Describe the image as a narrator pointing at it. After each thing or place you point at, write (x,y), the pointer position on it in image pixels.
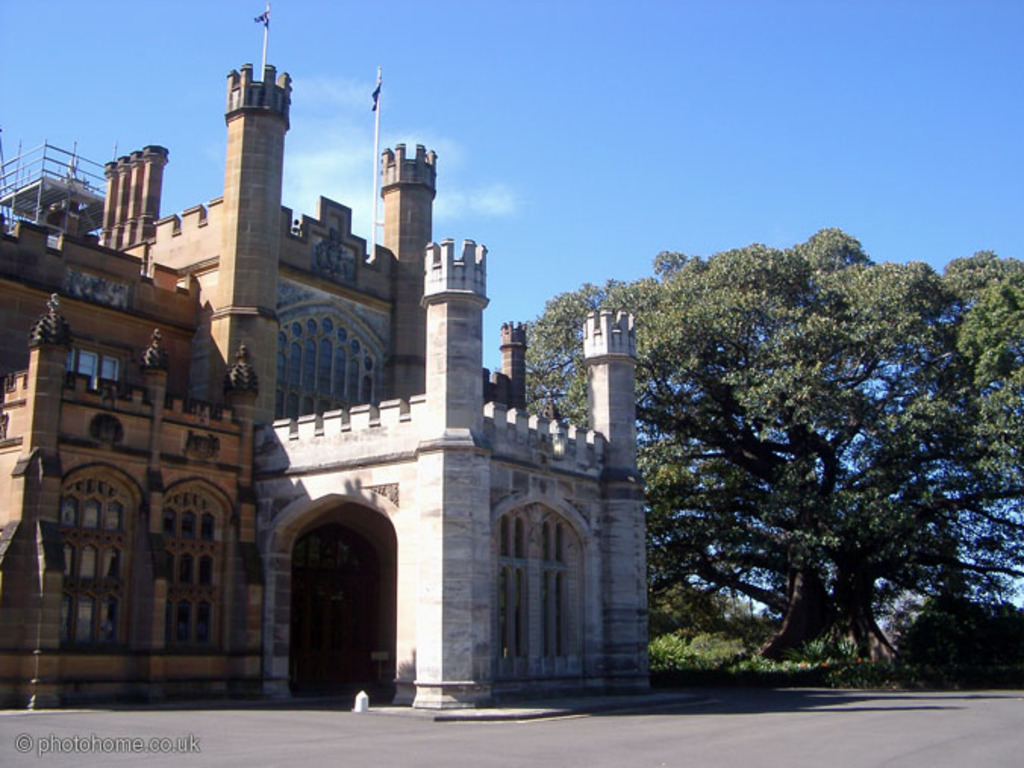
In this image we can see the building (383,393) with the flags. In front of the building (347,664) there is a ground (725,714). And there are trees (751,520) and the sky (675,144).
